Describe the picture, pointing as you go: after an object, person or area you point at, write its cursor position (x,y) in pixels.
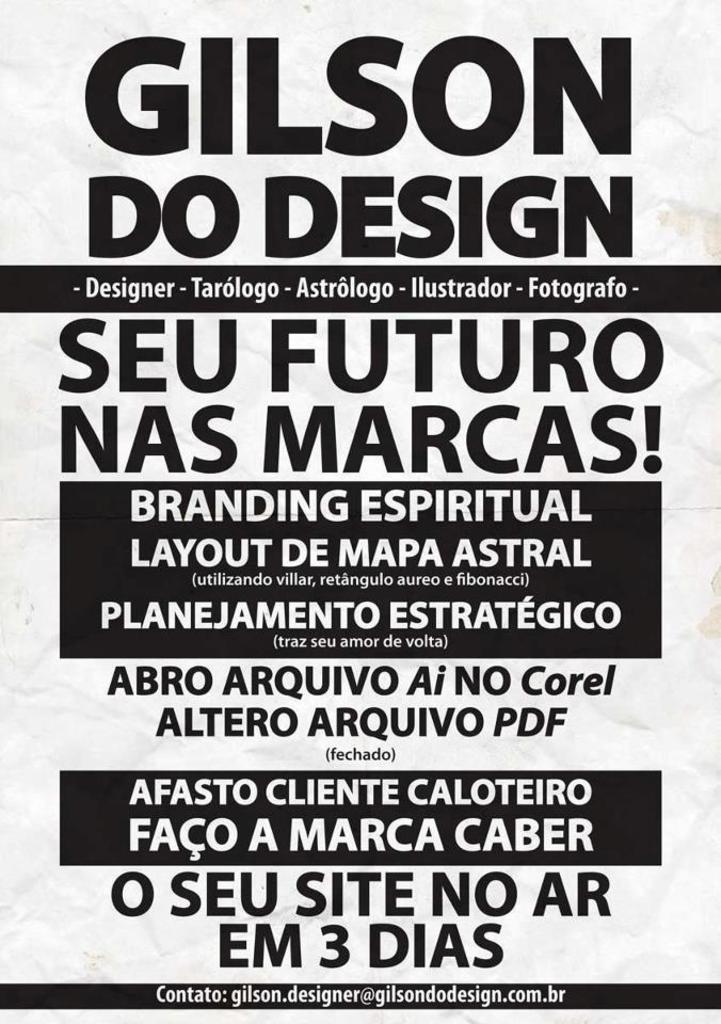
In this picture, we see a poster (241,801) in white color with some text (233,333) written in black color.
